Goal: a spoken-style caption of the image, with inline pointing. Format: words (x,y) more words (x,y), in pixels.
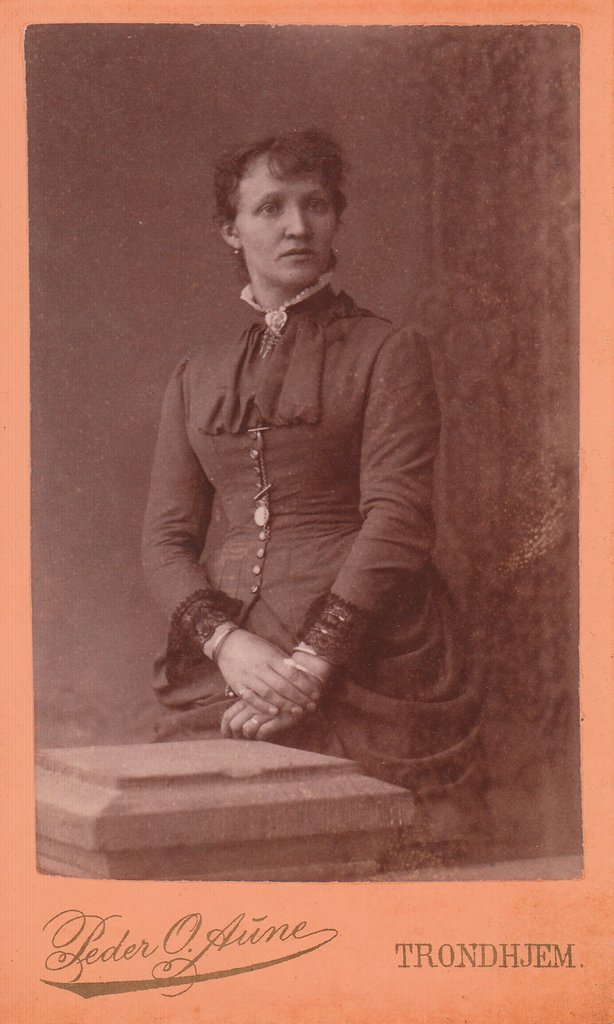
In the foreground of this poster there is a lady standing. There is text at the bottom (528,945). It looks like a wall (504,32) in the background (38,283).
